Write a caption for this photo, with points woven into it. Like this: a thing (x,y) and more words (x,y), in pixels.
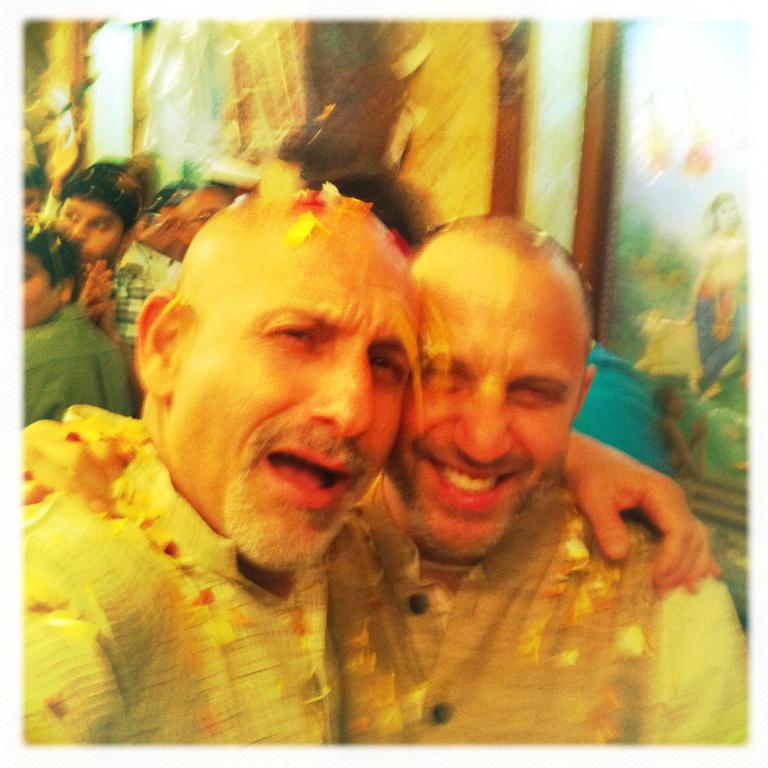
In the center of the image (329,432) we can see two persons (412,551) are smiling and they are in different costumes (409,594). In the background (40,253) there is a wall (532,185), one photo frame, few people (73,213) are sitting and a few other objects (51,142).
